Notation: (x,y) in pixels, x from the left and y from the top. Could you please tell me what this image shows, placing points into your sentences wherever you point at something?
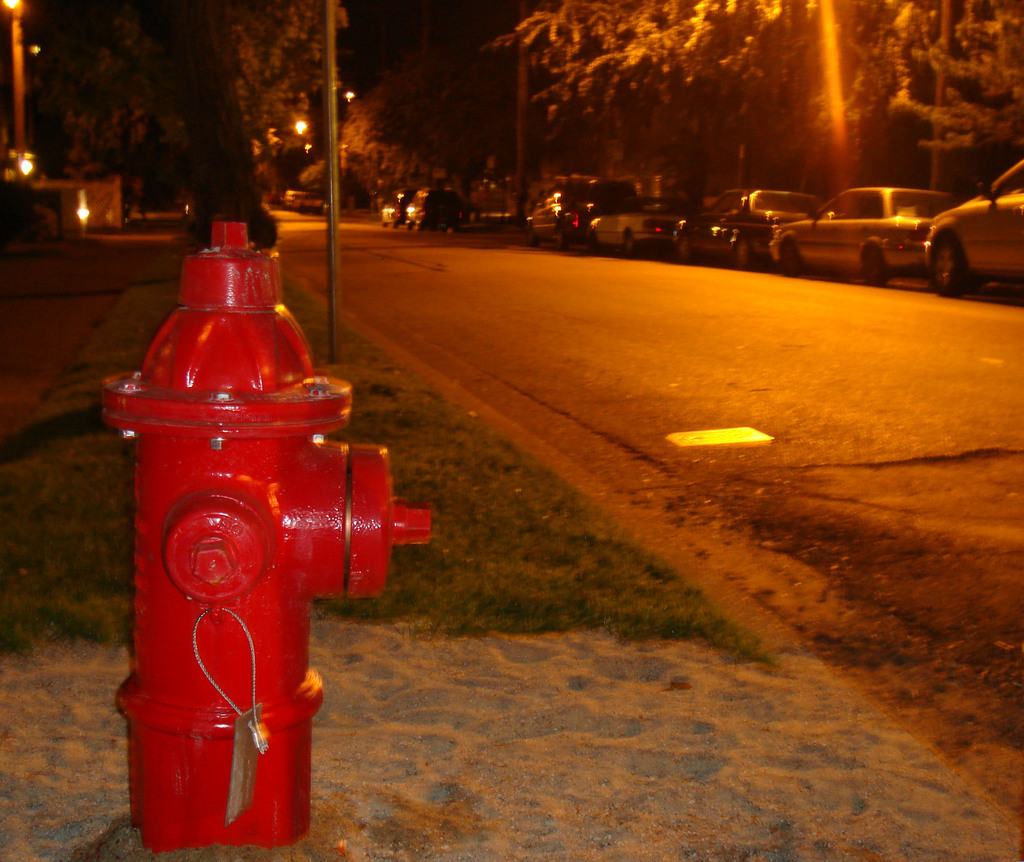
In this image there is a fire hydrant (238,359) on the road (927,579), beside that there are some cars (956,256) and trees (61,145).
